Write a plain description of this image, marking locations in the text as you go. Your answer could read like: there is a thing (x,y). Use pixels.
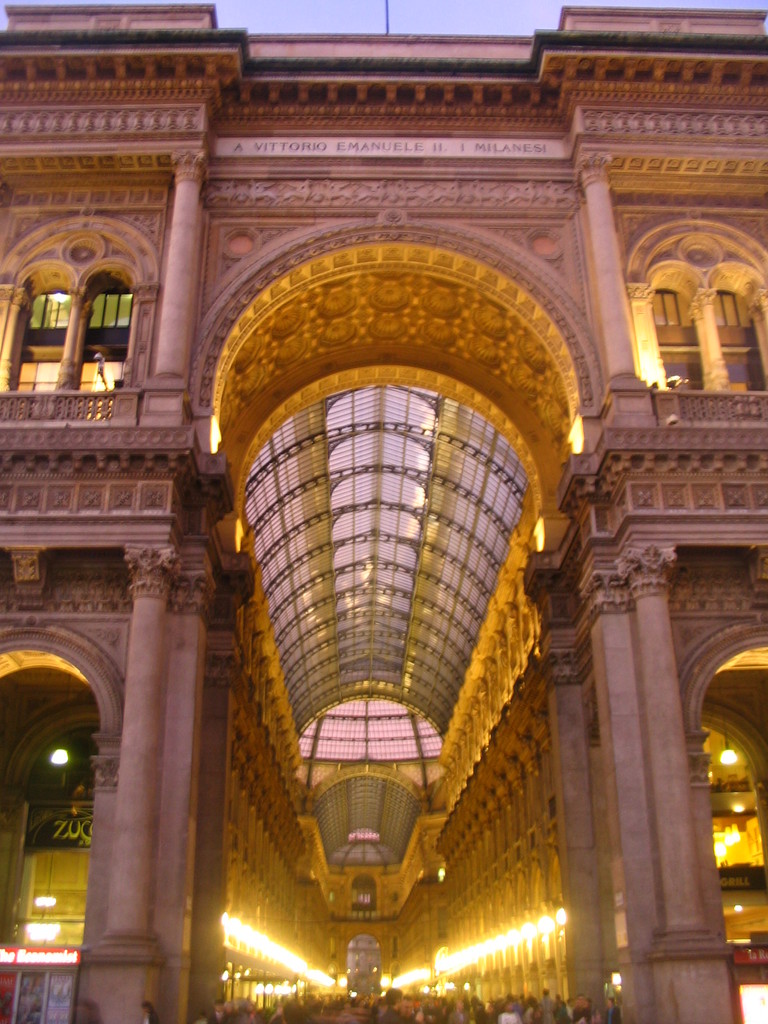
In this picture we can observe a building (156,764). There are pillars (615,341) and windows (46,369). We can observe yellow color lights (543,938). In the background (522,12) there is a sky (328,12).
